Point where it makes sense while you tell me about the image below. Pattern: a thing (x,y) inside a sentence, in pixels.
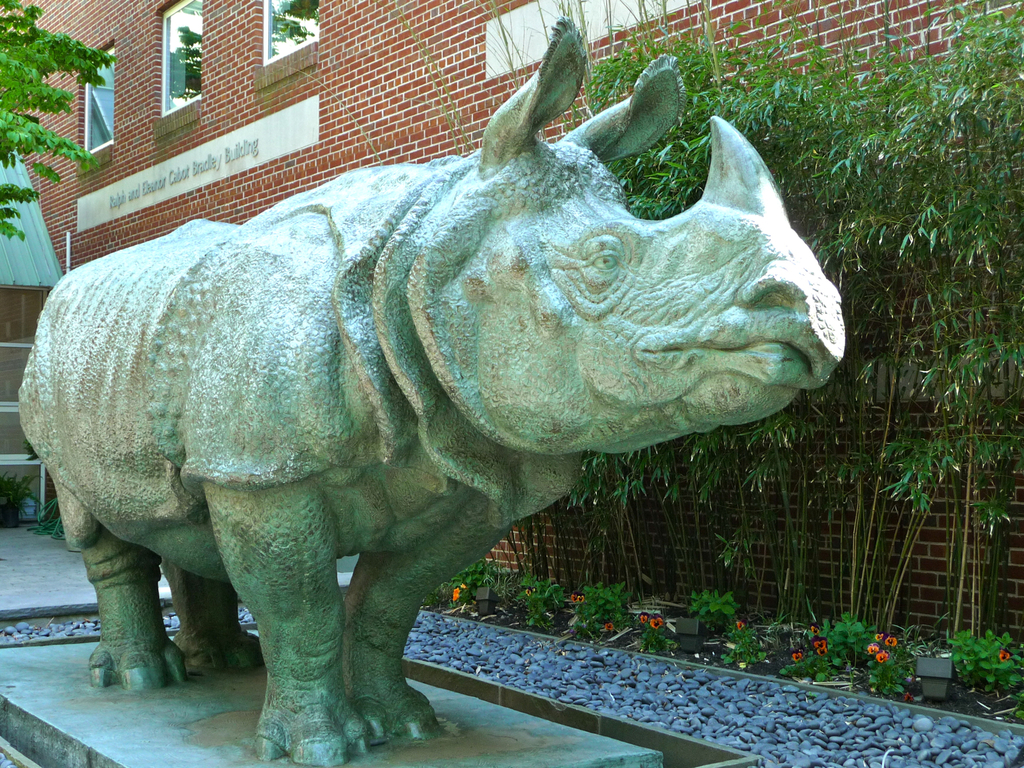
In this image there is a statue of rhino (724,364) and some pebbles (955,735) in the foreground (405,706). There are some plants (991,83) in the right corner (1023,453). There is a building (923,24) with some text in the background (419,148). And there is a floor (5,531) at the bottom (60,659).
